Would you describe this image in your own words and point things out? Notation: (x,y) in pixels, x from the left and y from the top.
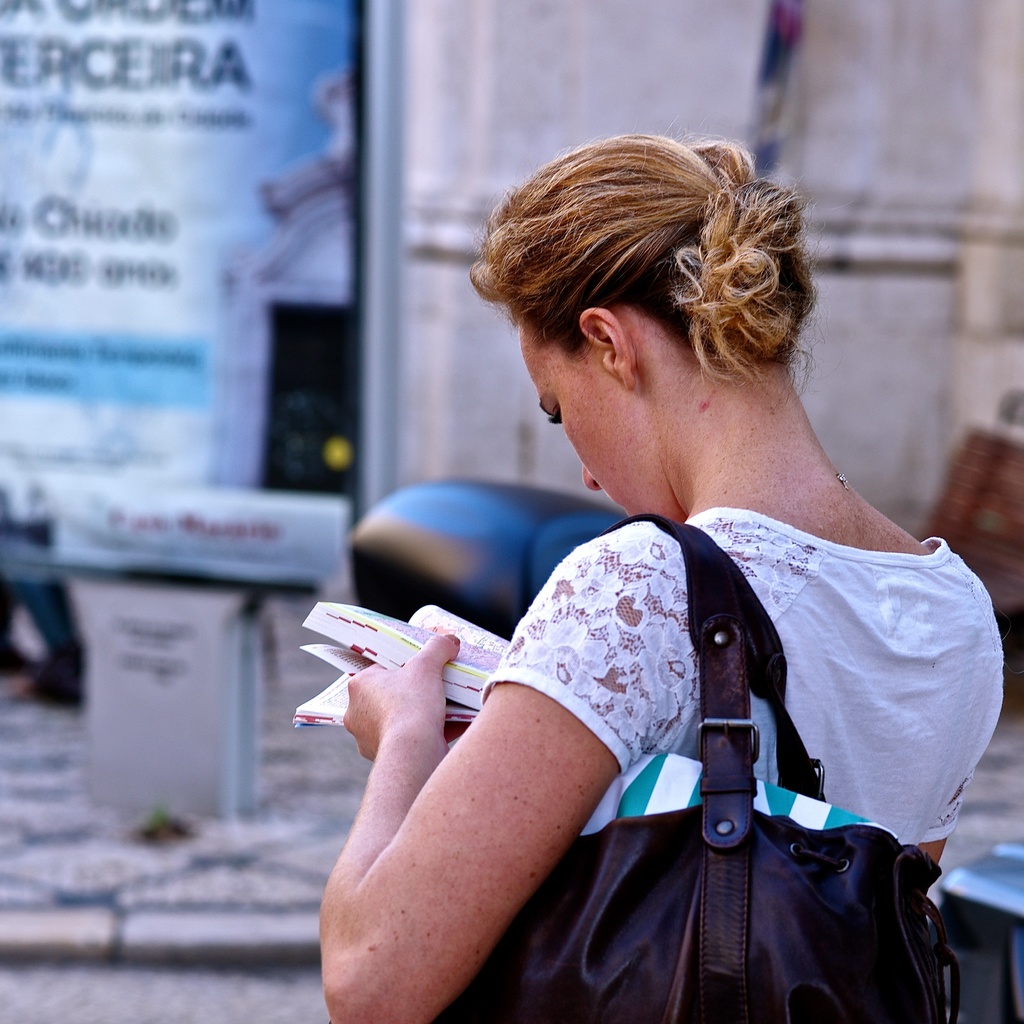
In the middle (683,594) a woman (765,347) is holding a hand bag (725,840) and also book (459,659) in her hands (404,706), She wore a white color t-shirt (835,720).
